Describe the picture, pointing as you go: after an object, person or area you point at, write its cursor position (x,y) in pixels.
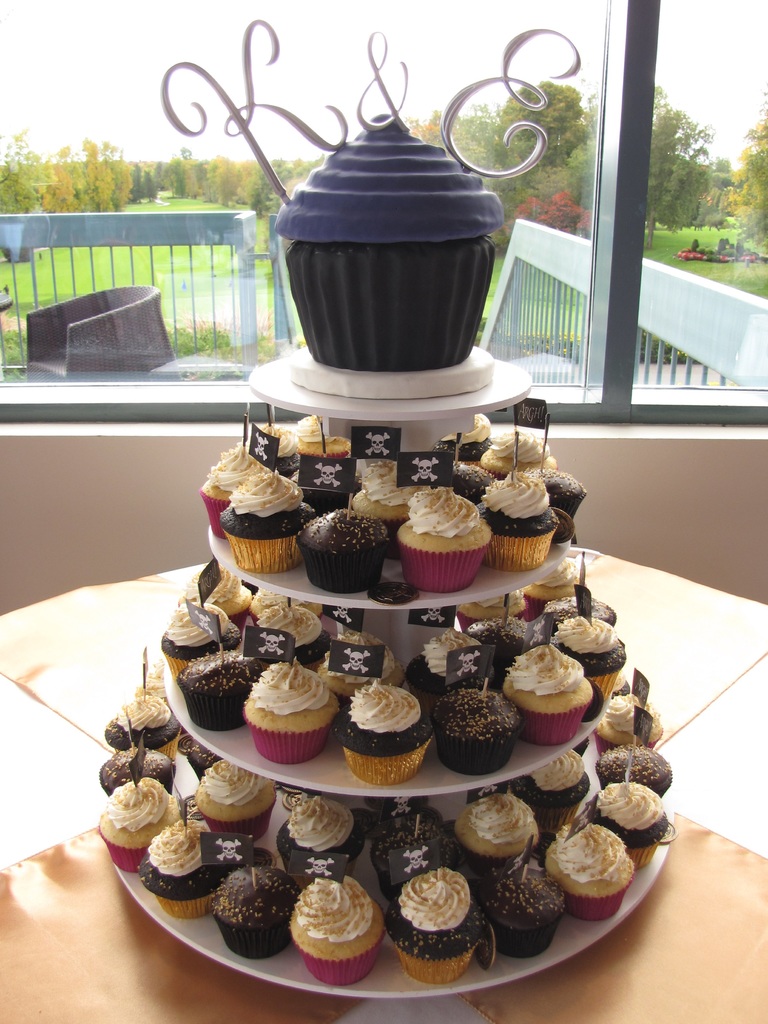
In this image there is a table (93,910) in which there is a steps stand (397,654). On the steps stand (431,597) there are so many cupcakes (357,586). In the background (132,176) there is a glass (117,198) through which we can see a chair (163,325). On the right side (577,135) we can see there are trees (695,182) and ground (700,244).
